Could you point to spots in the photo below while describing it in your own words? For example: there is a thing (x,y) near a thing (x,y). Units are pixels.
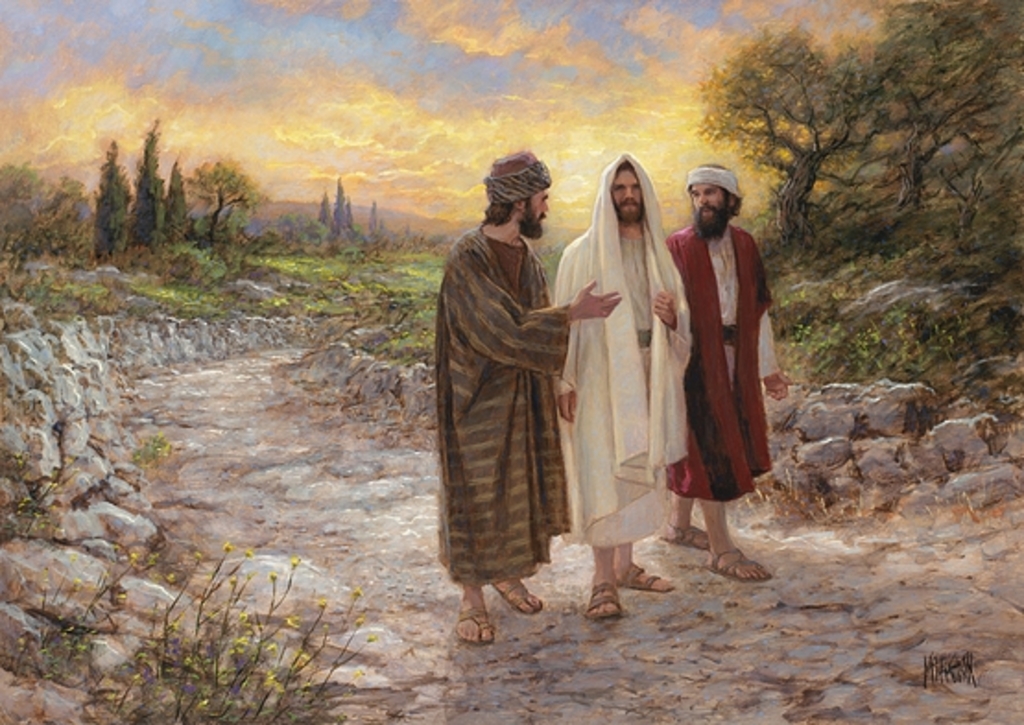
This picture seems to be the painting. On the right (700,201) we can see the three persons (612,300) standing on the ground (685,628). On the left (209,614) we can see the plants (242,684) and some rocks (81,404). In the background (309,85) there is a sky (604,63), trees (931,100) and the green grass (371,297).
